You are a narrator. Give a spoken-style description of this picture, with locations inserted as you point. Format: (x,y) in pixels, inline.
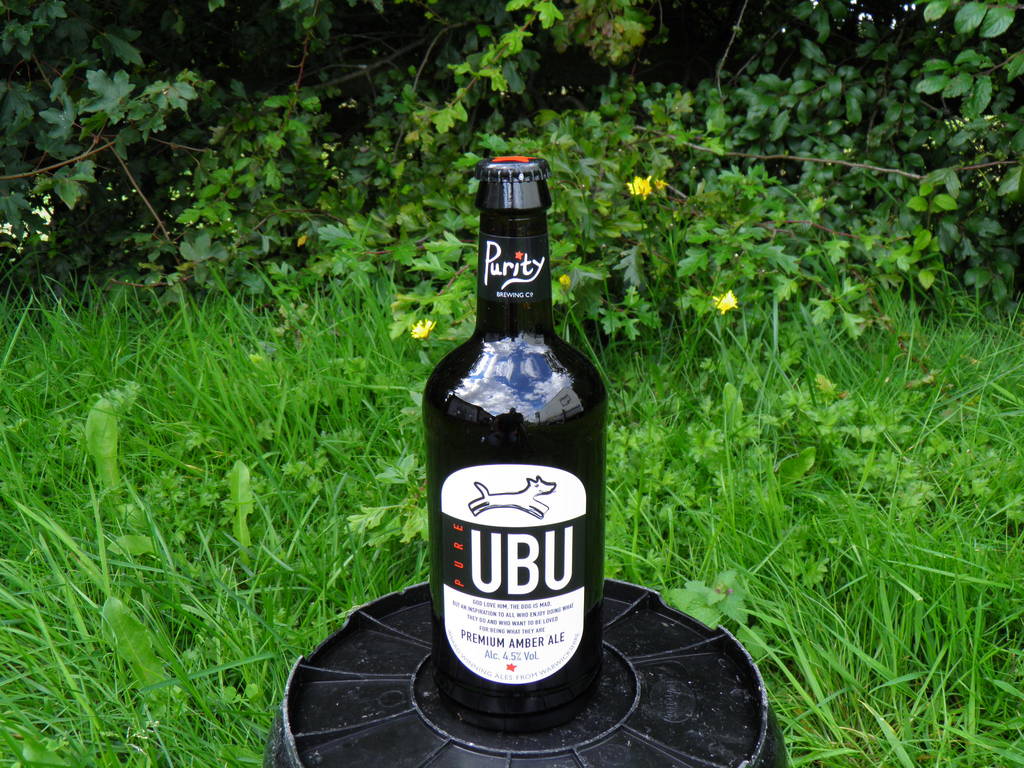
There is a black color bottle (546,420) on which, there is a sticker (584,544) pasted, on a black color object (600,738). Beside this object (377,620), there are plants (133,644) and grass (951,632) on the ground (170,467). In the background (525,137), there are trees (953,131).
